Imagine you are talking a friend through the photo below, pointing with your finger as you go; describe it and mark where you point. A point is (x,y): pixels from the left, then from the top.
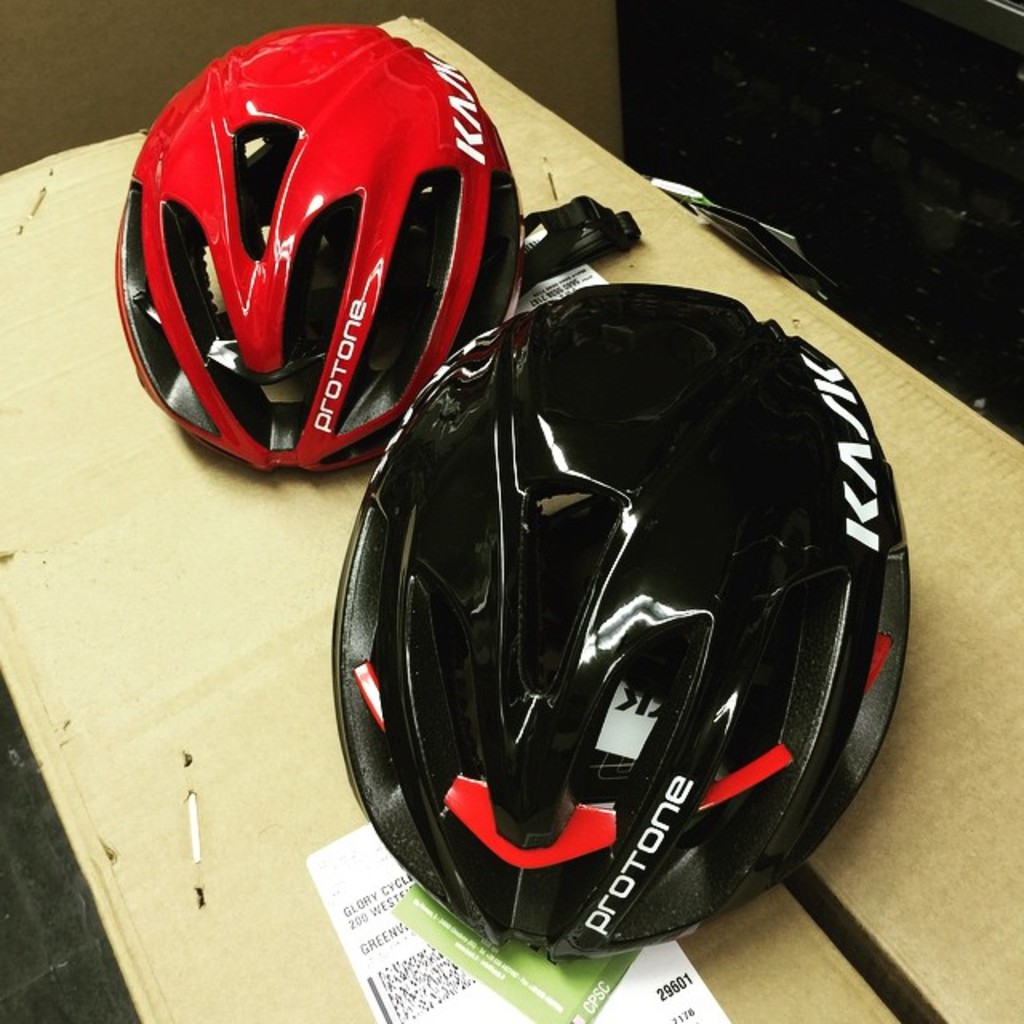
In this picture I can see helmets (516,693) on the cardboard box (195,830), and in the background (579,18) there are few objects (575,31).
